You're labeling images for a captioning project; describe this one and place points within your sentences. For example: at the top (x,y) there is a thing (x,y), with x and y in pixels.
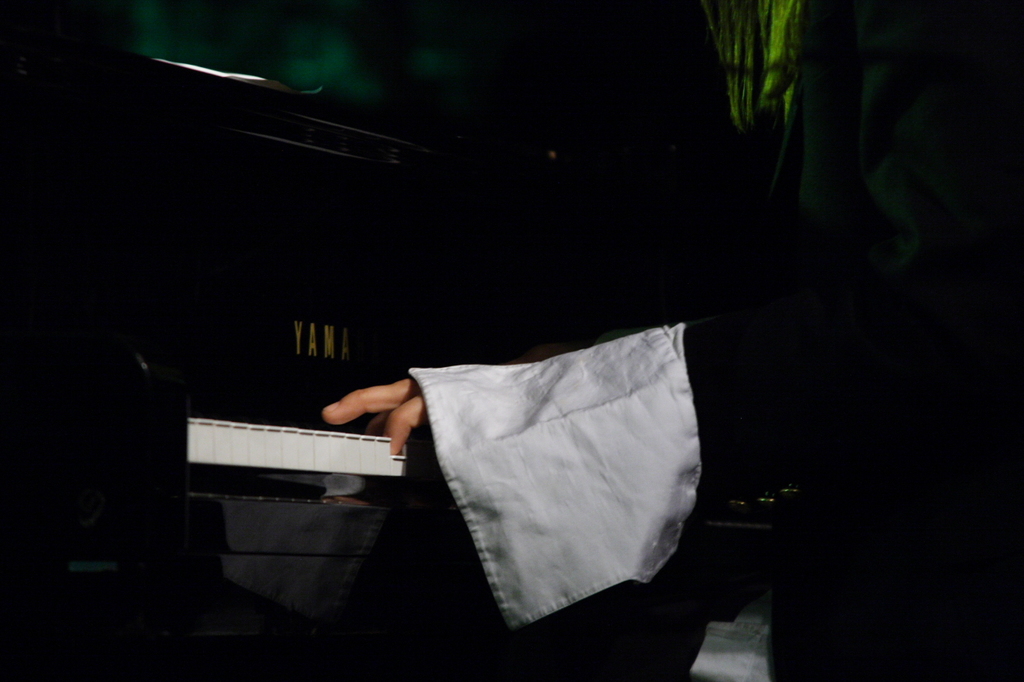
There is a person (789,35) playing a piano (347,451). On the piano (328,336) something is written. In the background (413,74) it is blurred.
